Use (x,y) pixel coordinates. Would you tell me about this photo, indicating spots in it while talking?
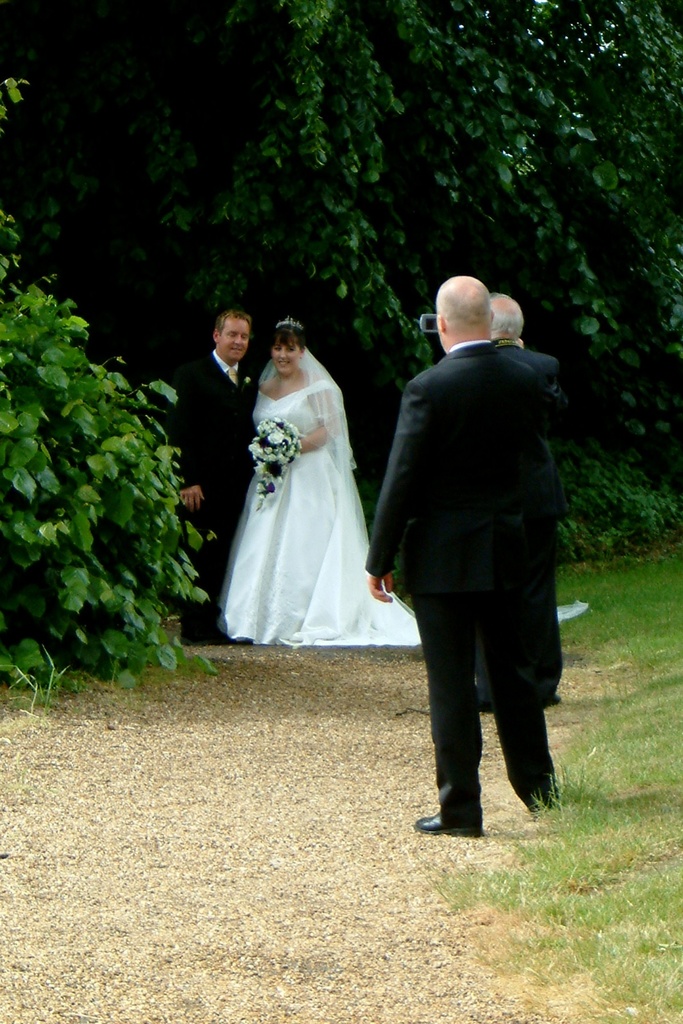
In this picture I can see a man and a woman (301,521) standing and smiling, there is a woman (268,407) holding a bouquet (295,458), there are two persons (482,299) standing, and in the background (438,275) there are trees (211,204).
